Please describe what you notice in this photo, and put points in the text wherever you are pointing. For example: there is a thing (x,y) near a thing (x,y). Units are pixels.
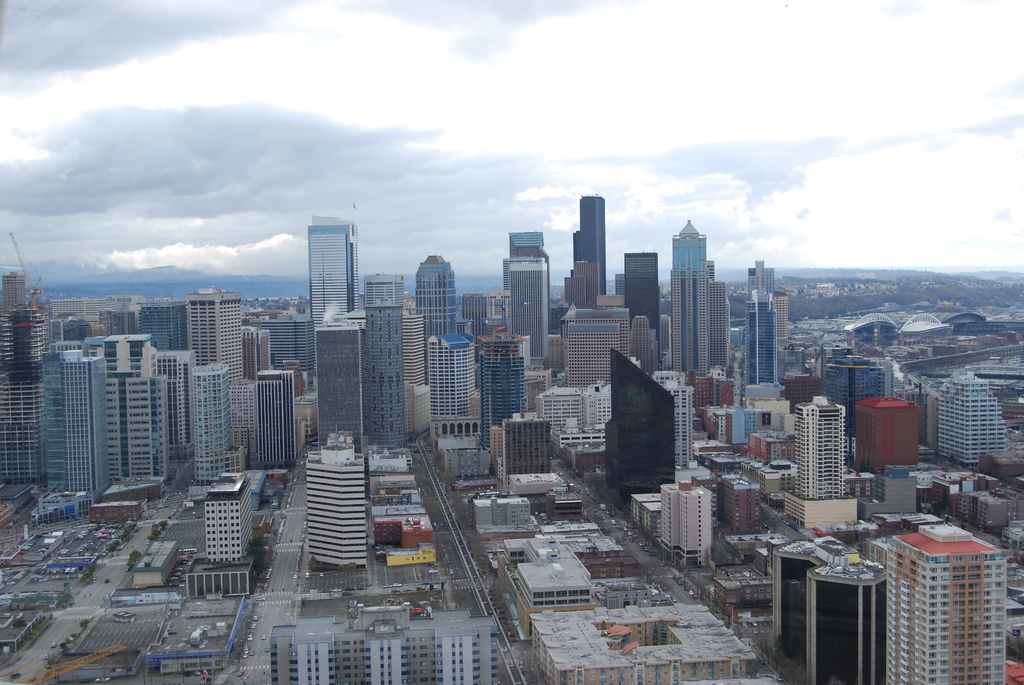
In this picture we can see buildings (362,541), roads (293,552), vehicles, trees (264,552) and in the background (88,50) we can see the sky (503,93) with clouds (470,249).
